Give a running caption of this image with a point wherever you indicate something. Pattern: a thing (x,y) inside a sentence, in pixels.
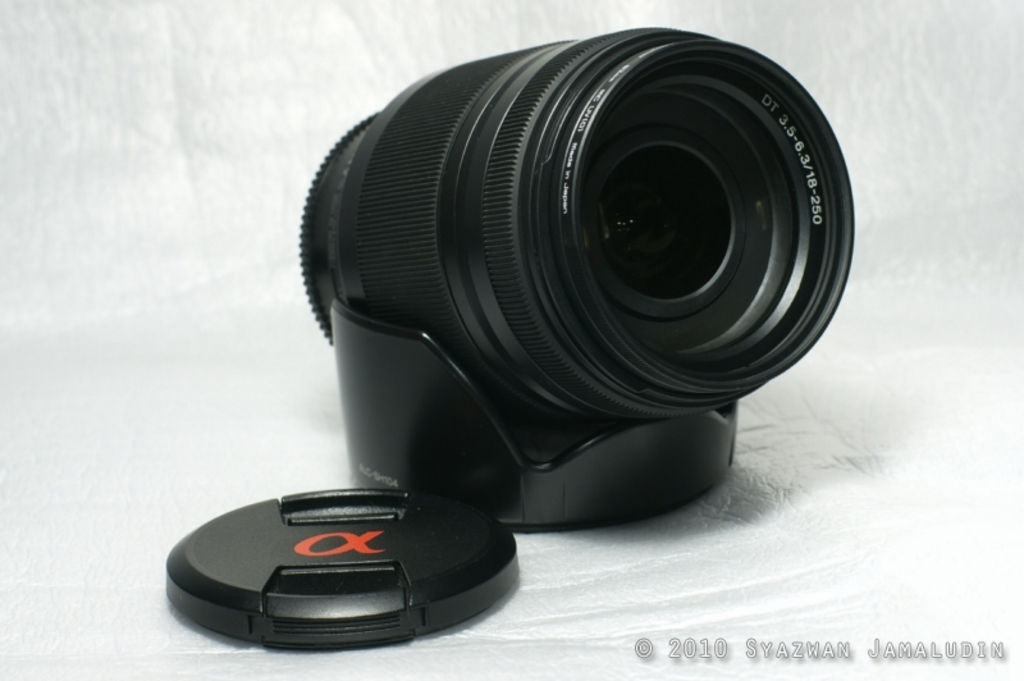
There is a black color lens (511,312) placed on the black color stand (631,488) near a black color lens cap (412,496) on the white color surface (749,530). And the background (203,65) is white in color.
